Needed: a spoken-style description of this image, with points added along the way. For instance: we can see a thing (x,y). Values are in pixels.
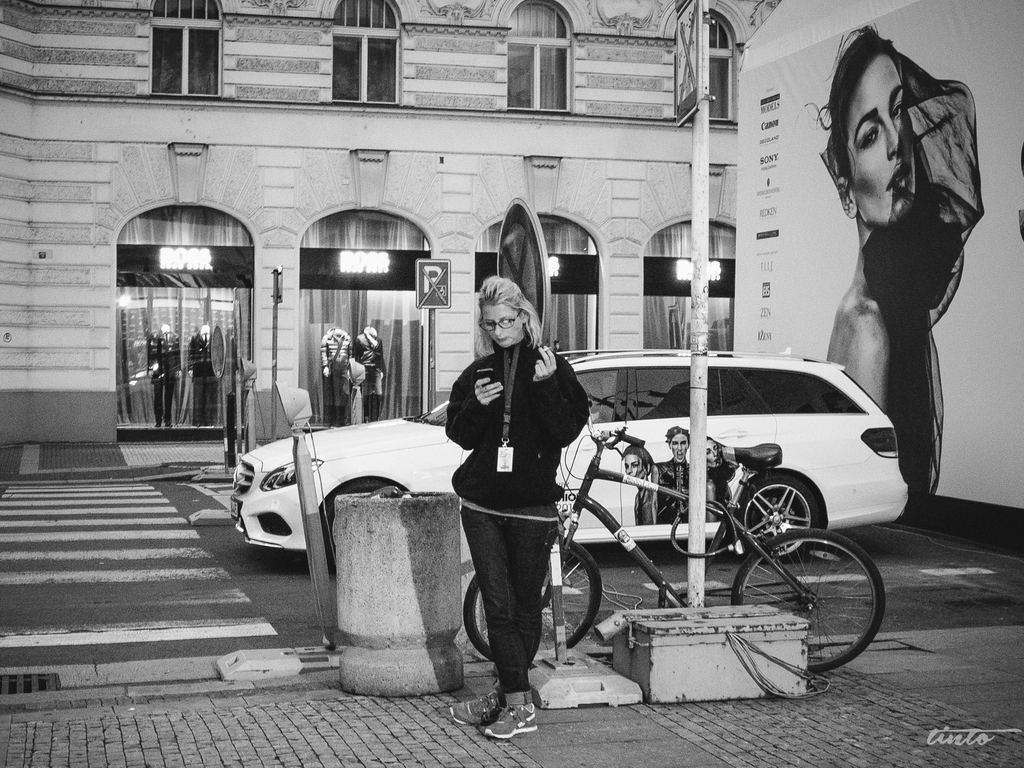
This is a black and white image. In this image we can see a woman (552,473) standing holding a cellphone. We can also see a car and a bicycle (782,565) on the road (723,570), a banner (1018,148) with the picture (923,148) of a woman (898,275) on it, the sign boards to the poles (226,436), some containers (746,618), a building (315,274) with windows (395,299) and the mannequins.
